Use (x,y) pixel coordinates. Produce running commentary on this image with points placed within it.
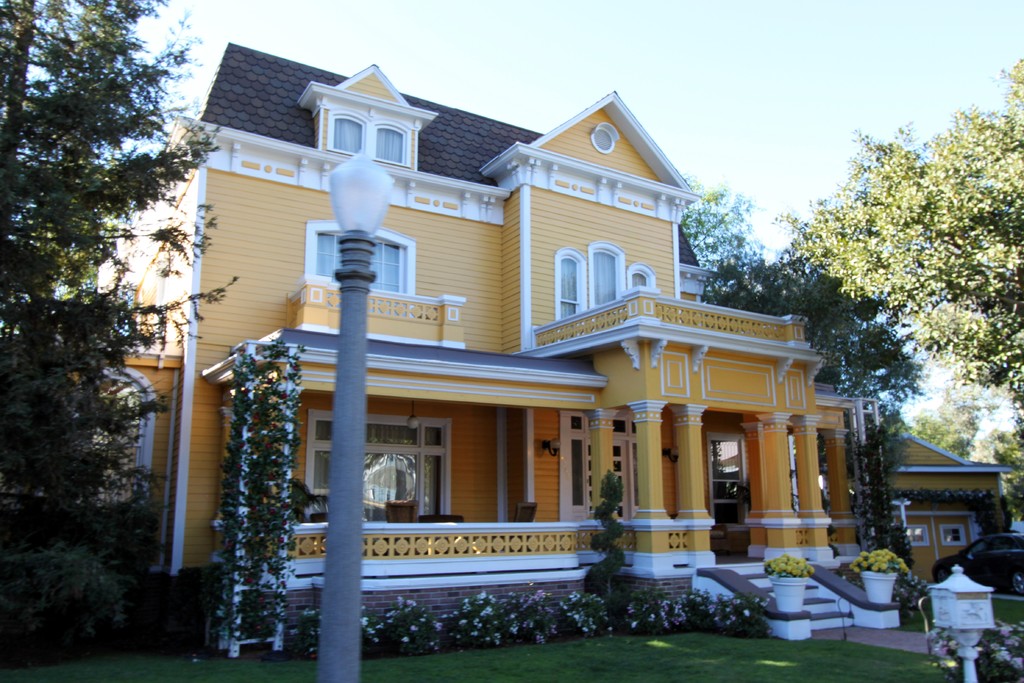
In this image, we can see few houses (498,447) with walls (956,488) and windows (960,527). Here we can see few pillars (697,502), railings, plants (603,501), trees (28,611), flowers (756,609), stairs (739,573), pots (781,591), grass (842,646), pole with light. Background (669,93) there is a sky (662,123). Right side of the image (998,566), we can see a vehicle (986,561).
